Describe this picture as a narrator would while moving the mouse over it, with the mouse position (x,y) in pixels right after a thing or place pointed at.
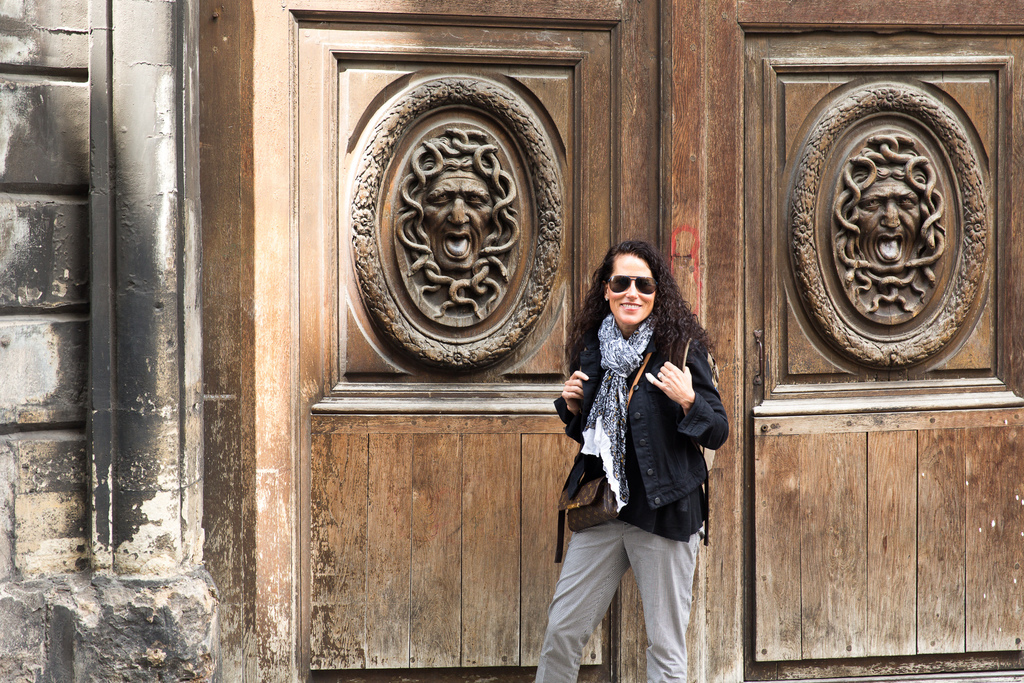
In this picture we can see a woman (600,594), she is smiling, she is wearing bags (566,505), goggles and in the background (499,519) we can see a wall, doors (553,509).
